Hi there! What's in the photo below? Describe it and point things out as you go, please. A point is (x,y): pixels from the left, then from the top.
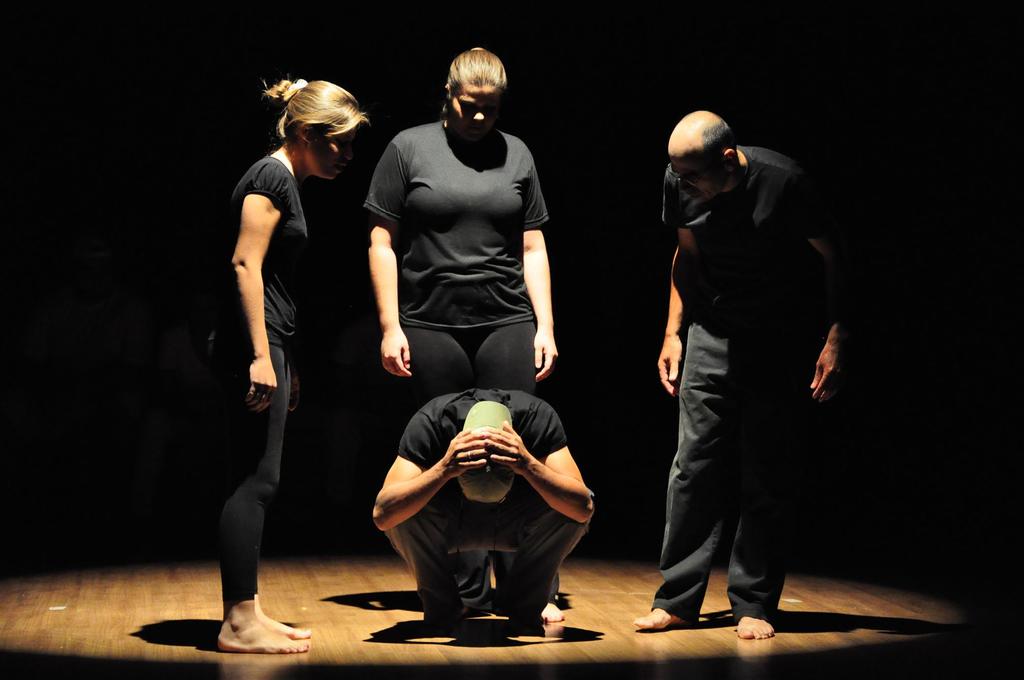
There are four people (407,365) on a platform (635,646). Person (509,528) in the center (500,453) is wearing a cap (498,492). In the background (190,113) it is dark.
